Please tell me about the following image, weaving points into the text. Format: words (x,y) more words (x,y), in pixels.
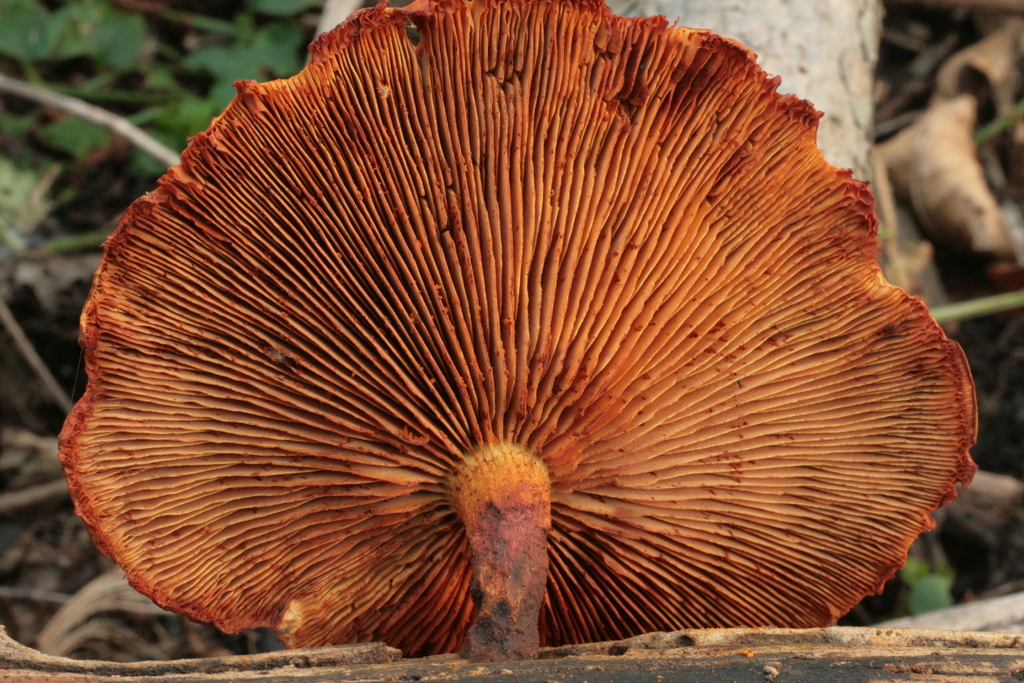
This is a kind of mushroom (735,358), which is brownish in color. This looks like a wood (718,662). In the background (213,83), I think these are the leaves (106,88).
